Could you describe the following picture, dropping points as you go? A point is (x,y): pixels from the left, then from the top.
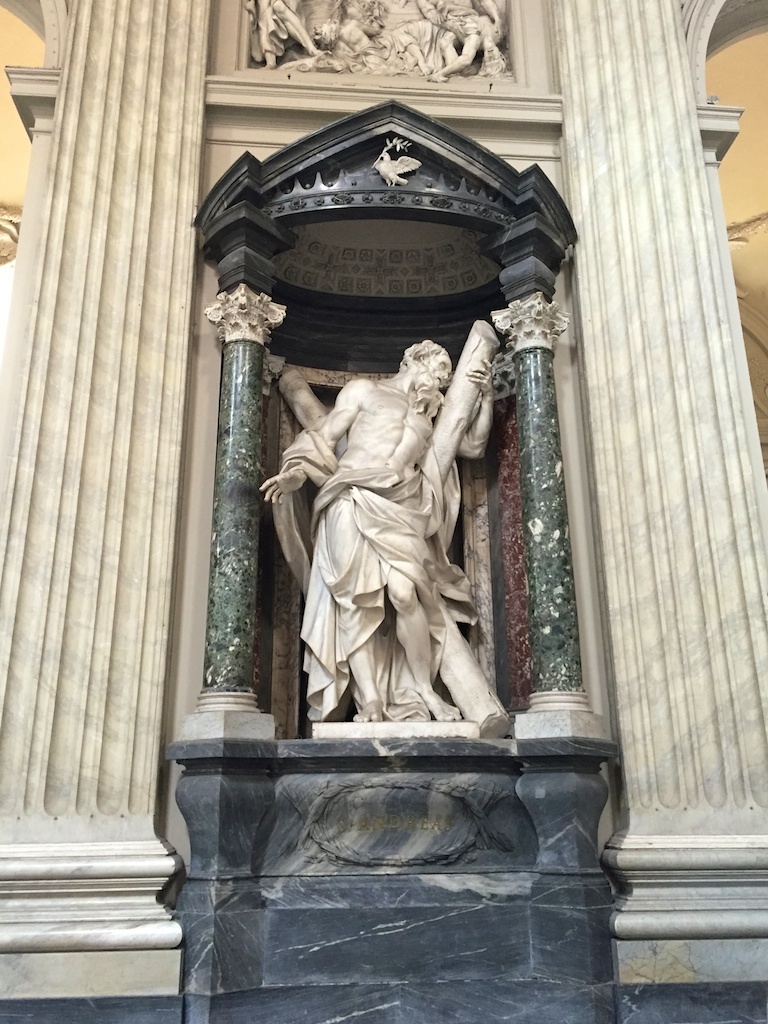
In this picture we can observe a statue (347,528) which is in white color. There are two pillars (247,619) on the either sides of the statue (451,494). The statue (455,480) is in white color. We can observe some carvings (365,65) on the wall (355,52). We can observe a building (155,319) here.
